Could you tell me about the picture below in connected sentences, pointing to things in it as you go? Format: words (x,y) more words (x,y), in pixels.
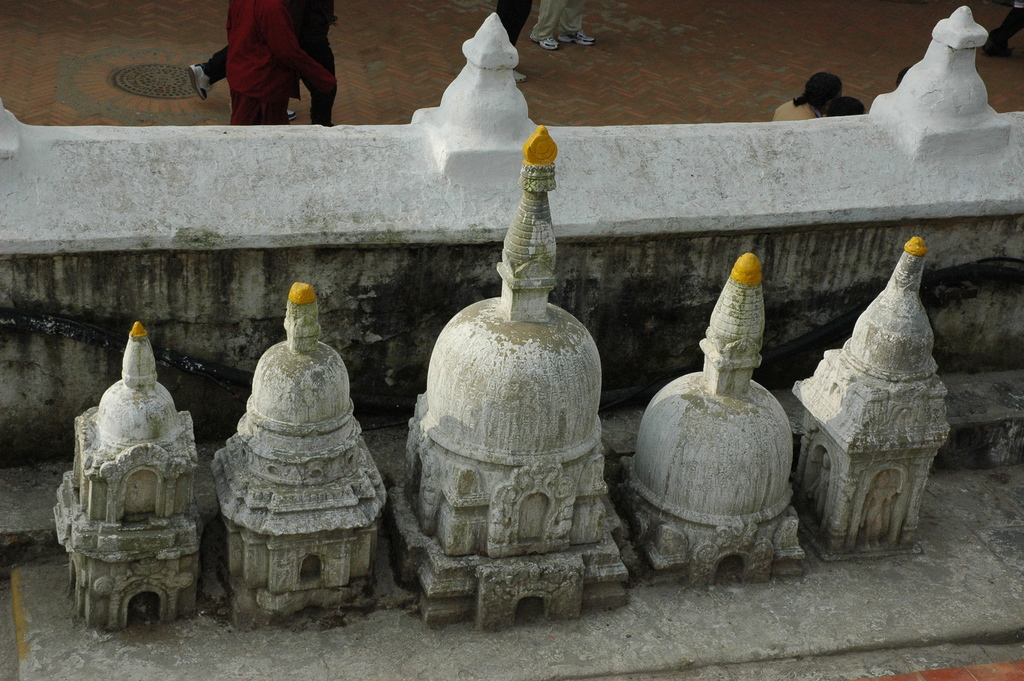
In this picture we can see stone carvings (433,559) and there is a wall (593,208). In the background (256,67) we can see few persons (836,90).
